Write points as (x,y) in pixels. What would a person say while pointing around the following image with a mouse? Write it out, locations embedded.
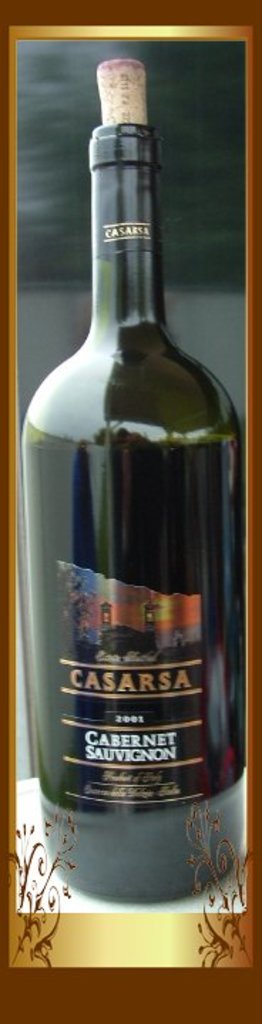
In this picture we can see a bottle (141,360), there is a sticker (81,732) pasted on the bottle (136,685), we can see some text (158,751) on the sticker (159,721), there is a blurry background (194,104).
